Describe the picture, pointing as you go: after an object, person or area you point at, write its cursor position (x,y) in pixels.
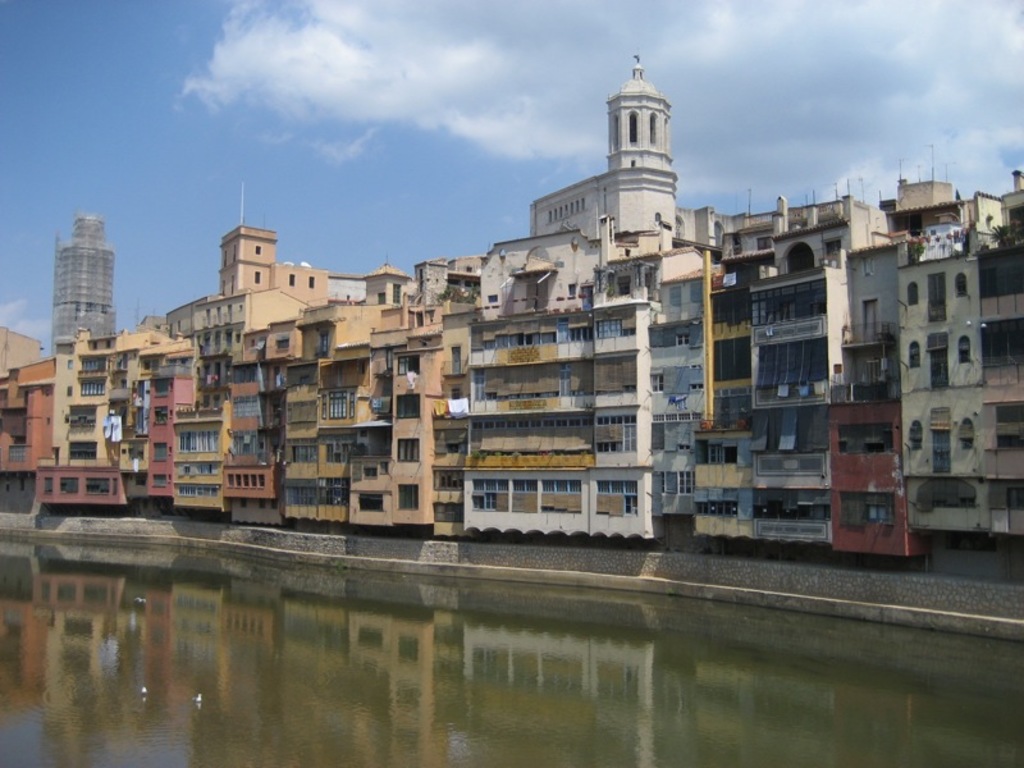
In this picture we can see water (425,667), buildings (235,404), wall (207,531), windows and poles (901,180). In the background of the image (373,110) we can see the sky (424,125) with clouds (303,52).
